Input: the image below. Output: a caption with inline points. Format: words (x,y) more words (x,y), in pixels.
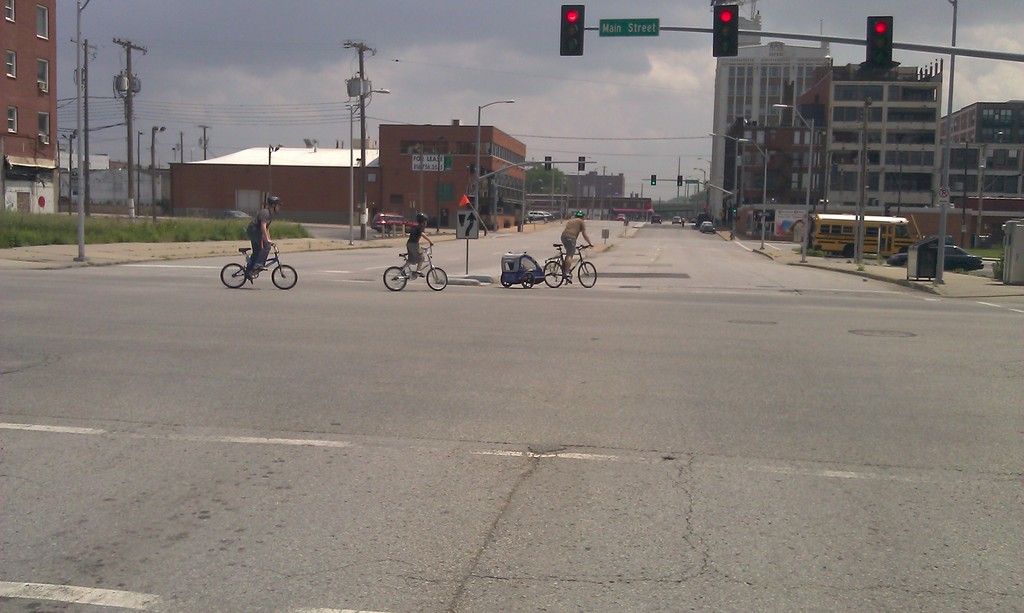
This image is taken outdoors. At the top of the image (211,44) there is a sky (408,23) with clouds (660,96). At the bottom of the image (193,533) there is a road (117,397). In the background (905,177) there are a few buildings (726,181) with walls (34,117), windows (912,181), roofs (229,156) and doors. There are a few poles (505,166) with street lights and signal lights (547,169) and there are a few wires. On the right side of the image (885,239) a bus (874,250) and a car (964,256) are parked on the ground (962,281). In the middle of the image (657,219) a few vehicles (544,218) are moving on the road (597,271) and three people (259,248) are riding on the bicycles (399,273). There is a signboard (464,223).
